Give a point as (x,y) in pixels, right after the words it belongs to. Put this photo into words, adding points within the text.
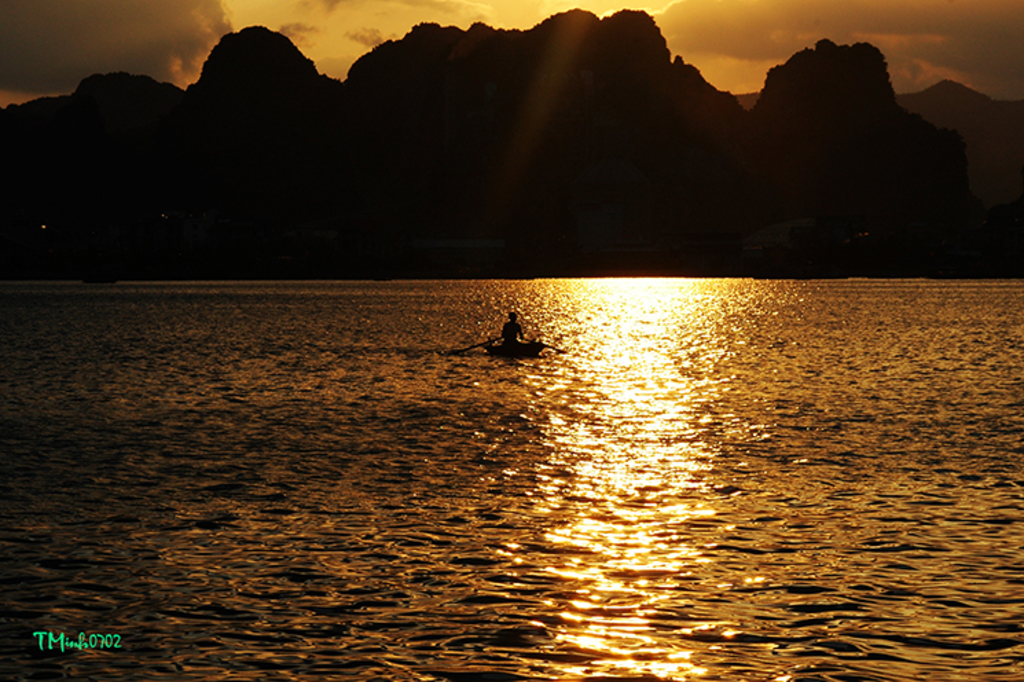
In this image I can see the water (413,446) and on it I can see a boat (515,357) and a person (514,338) sitting on a boat (505,346). In the background (865,147) I can see few trees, few mountains (819,124) and the sky (760,44).
